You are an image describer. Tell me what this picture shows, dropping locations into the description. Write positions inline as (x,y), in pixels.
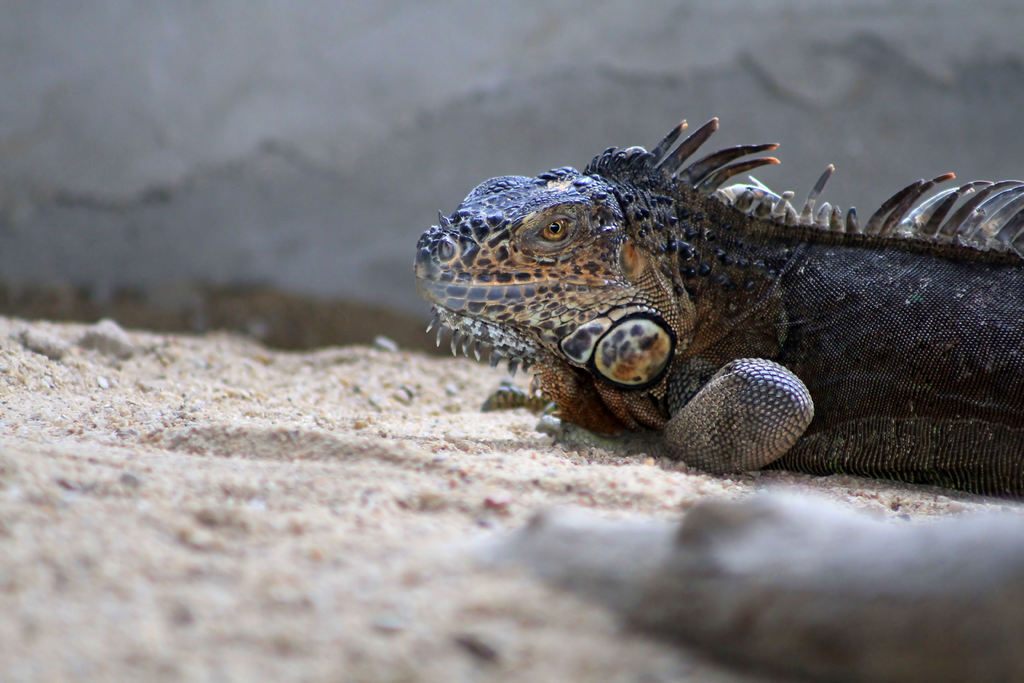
This picture shows a reptile (653,363) on the ground (240,441).
